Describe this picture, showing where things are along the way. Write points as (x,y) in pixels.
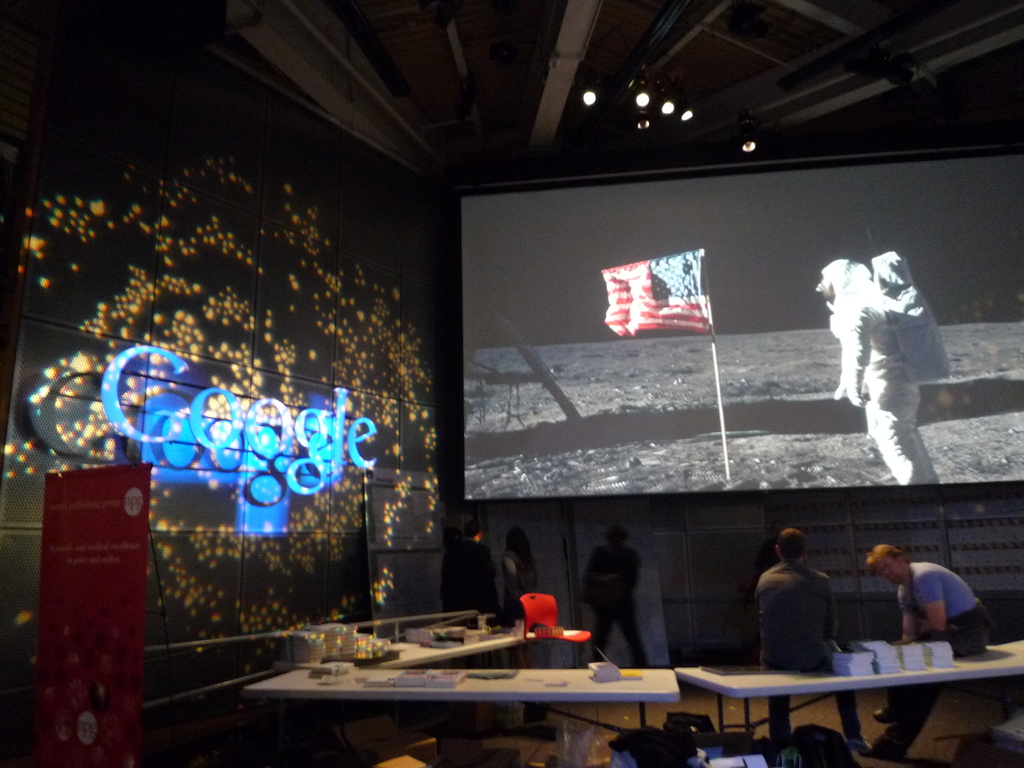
There is a screen (781,430) over here and few people (624,610) are standing here. Two men (826,621) are sitting on the table (798,685). On the table (776,681) we can see some items (422,632). On the left (112,609) there is a hoarding (112,609).
